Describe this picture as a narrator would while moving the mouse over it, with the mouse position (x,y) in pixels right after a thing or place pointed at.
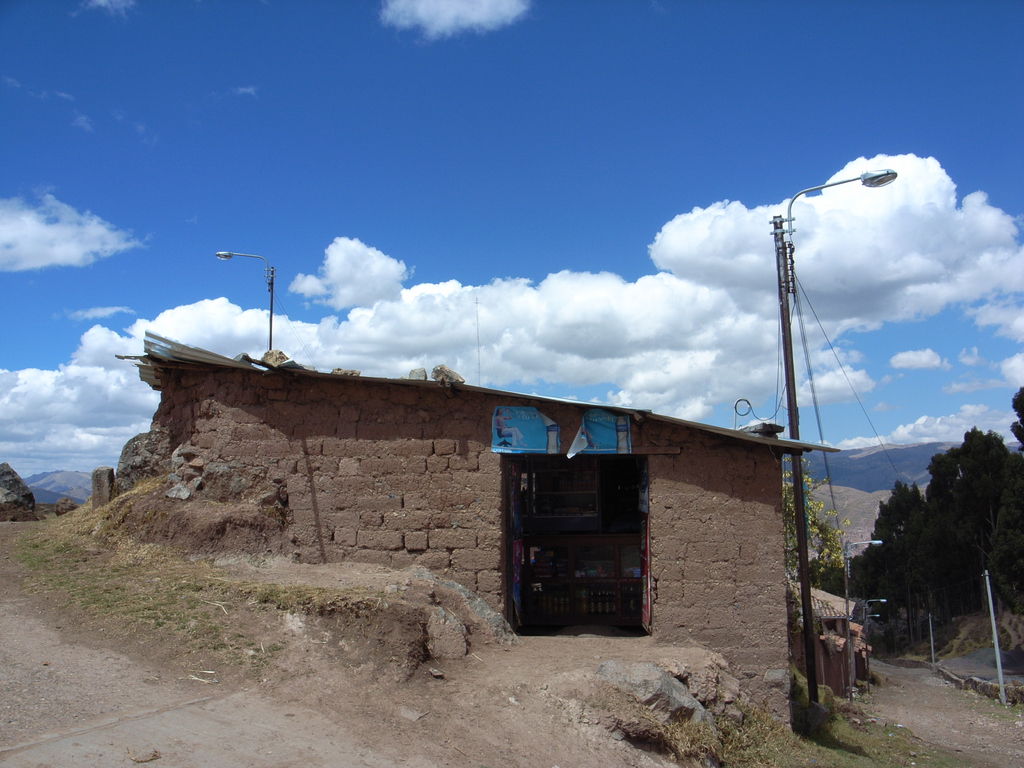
In this picture we can see a house (542,490) and on the right side of the house (720,514) there are poles (798,481) with cables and lights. Behind the house (730,519) there are trees (961,523) and a sky (751,369).
